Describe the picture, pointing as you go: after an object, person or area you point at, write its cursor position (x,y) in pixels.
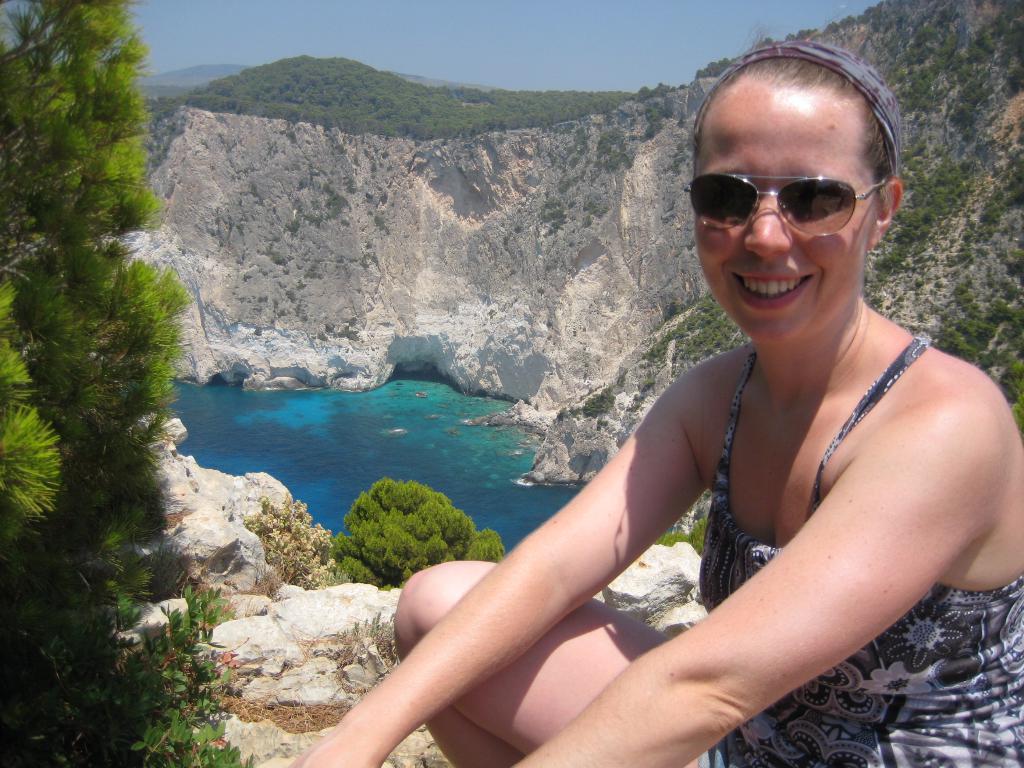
In the foreground (652,709) I can see a woman (634,649) sitting, smiling and giving pose for the picture. On the left side (114,620) I can see some plants (86,509). In the background (346,465) there is a sea (363,450) and around this I can see many rocks (212,539) and plants (435,540). At the top of the image (394,26) I can see the sky (240,20).
